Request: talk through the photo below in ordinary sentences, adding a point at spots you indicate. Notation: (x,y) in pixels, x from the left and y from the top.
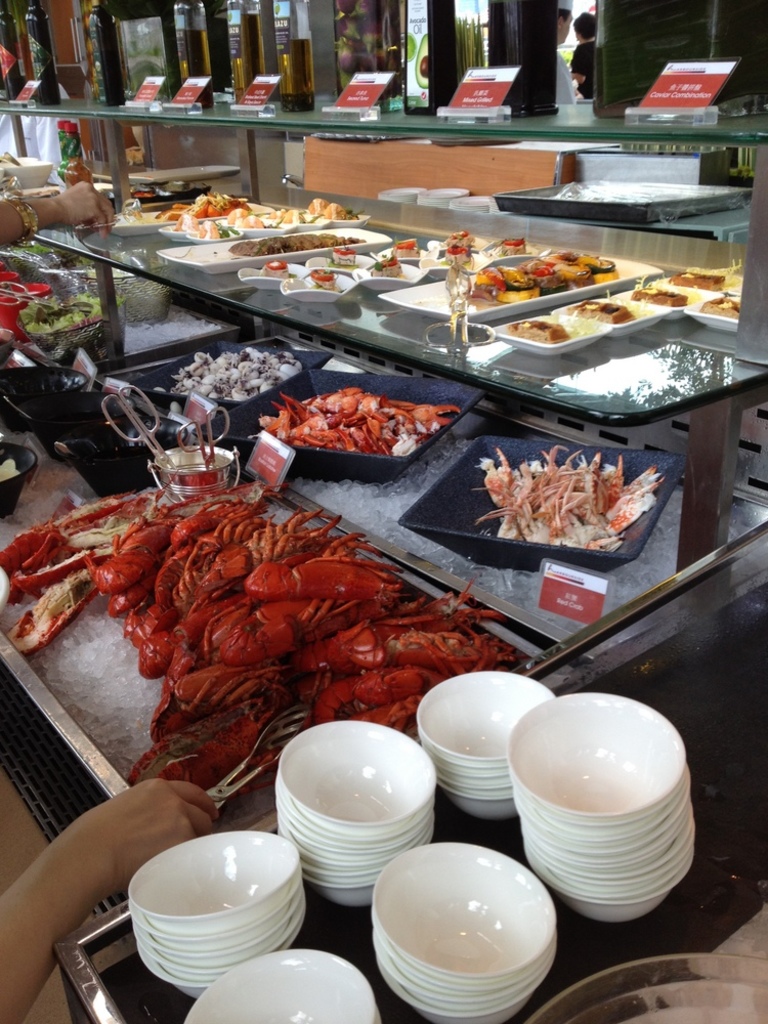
In this image there are some trays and bowls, in the bowls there are some food items (493,489) and in the trays (452,499) there are some crabs (221,548). At the bottom (728,902) there is one tray (718,896), in that tray (728,902) there are some bowls (485,775). In the background (85,154) there are some glass boxes (547,110) and some boards (716,83) and some persons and some other objects (503,45).
